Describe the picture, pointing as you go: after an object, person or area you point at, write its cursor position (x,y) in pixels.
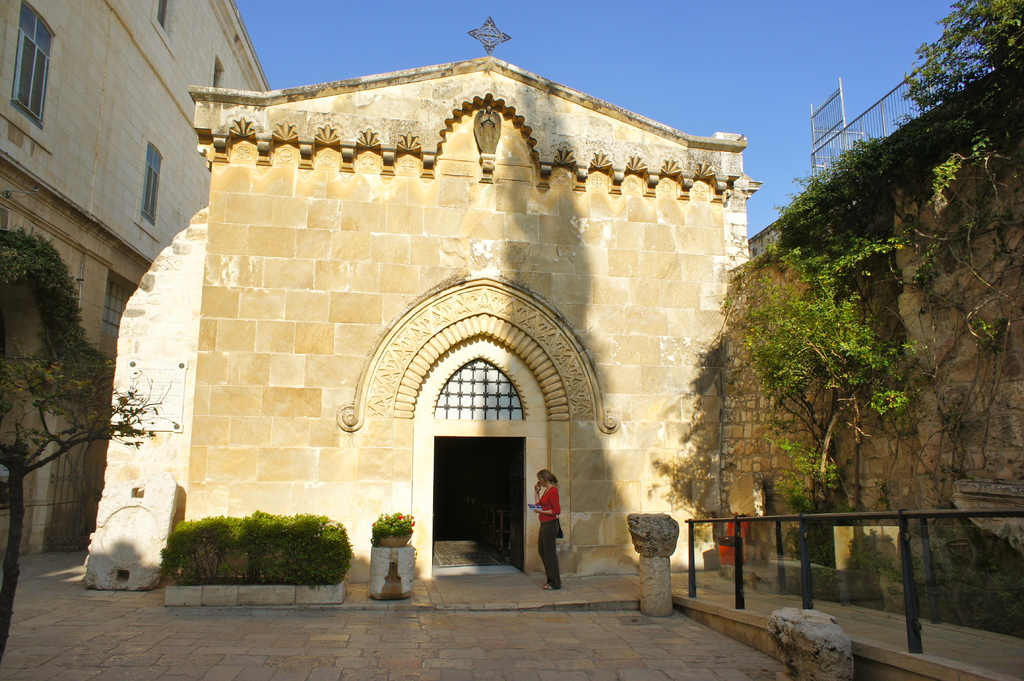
In this picture there is a girl (549,496) who is standing near to the building (608,385). On the left (145,139) I can see other building (158,170). On the right (834,507) I can see the wall partition (929,455), plants (1023,98), fencing (814,122) and tree (817,395). At the top (427,14) I can see the sky (367,20).
